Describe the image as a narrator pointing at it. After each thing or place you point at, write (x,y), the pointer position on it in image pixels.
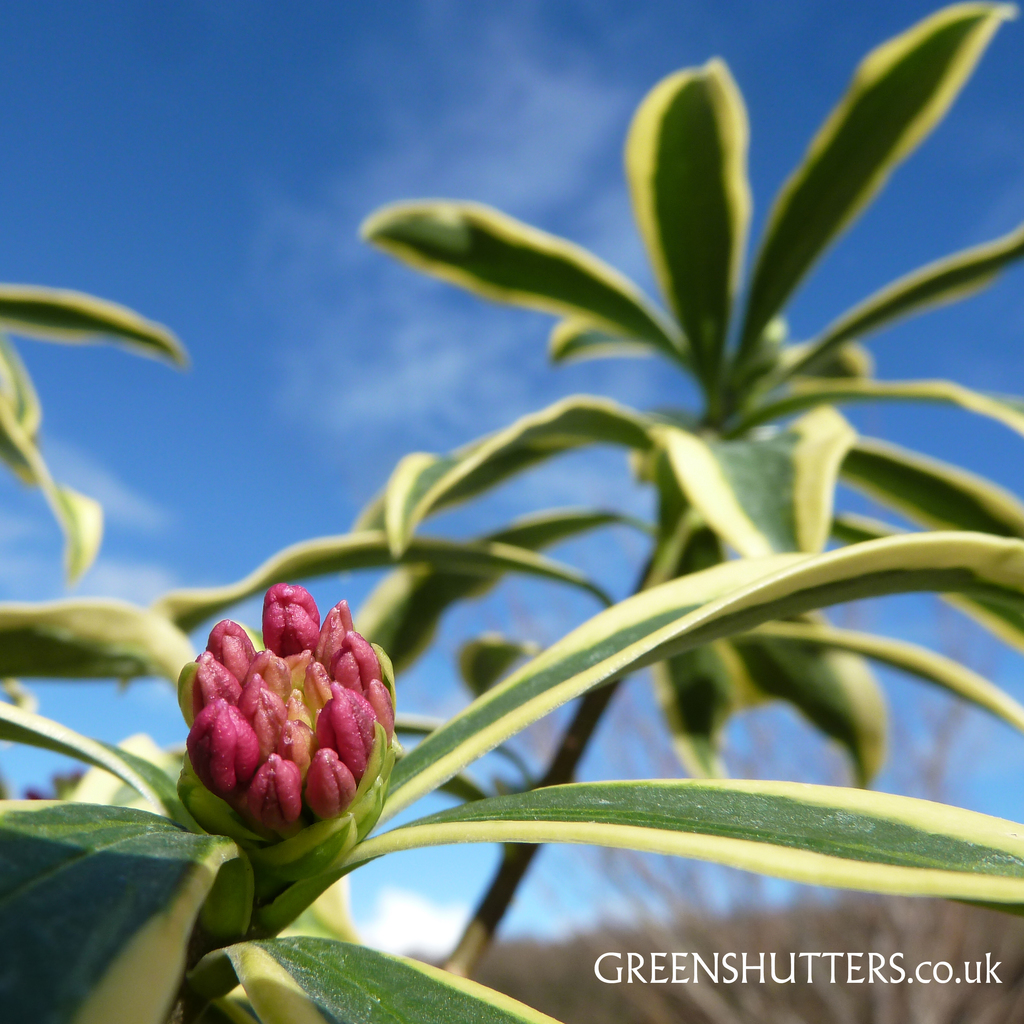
In this image we can see some plants (470,792) with some leaves (349,550) and a bud (319,805). On the backside (334,574) we can see the sky (440,536) which looks cloudy.
